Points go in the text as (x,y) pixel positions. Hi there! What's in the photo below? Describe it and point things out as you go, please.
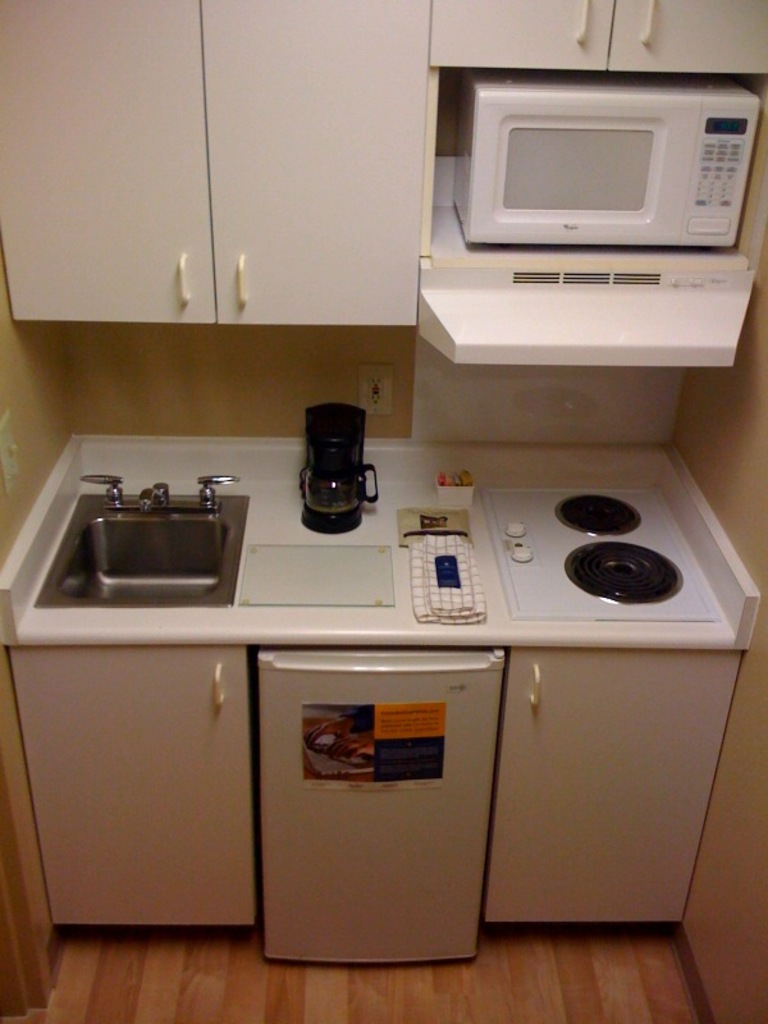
In this image I can see the stove (543,608), sink (205,555), taps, white color cupboards (59,260), oven (529,98) and few objects (427,606) on the white color surface (367,624).
